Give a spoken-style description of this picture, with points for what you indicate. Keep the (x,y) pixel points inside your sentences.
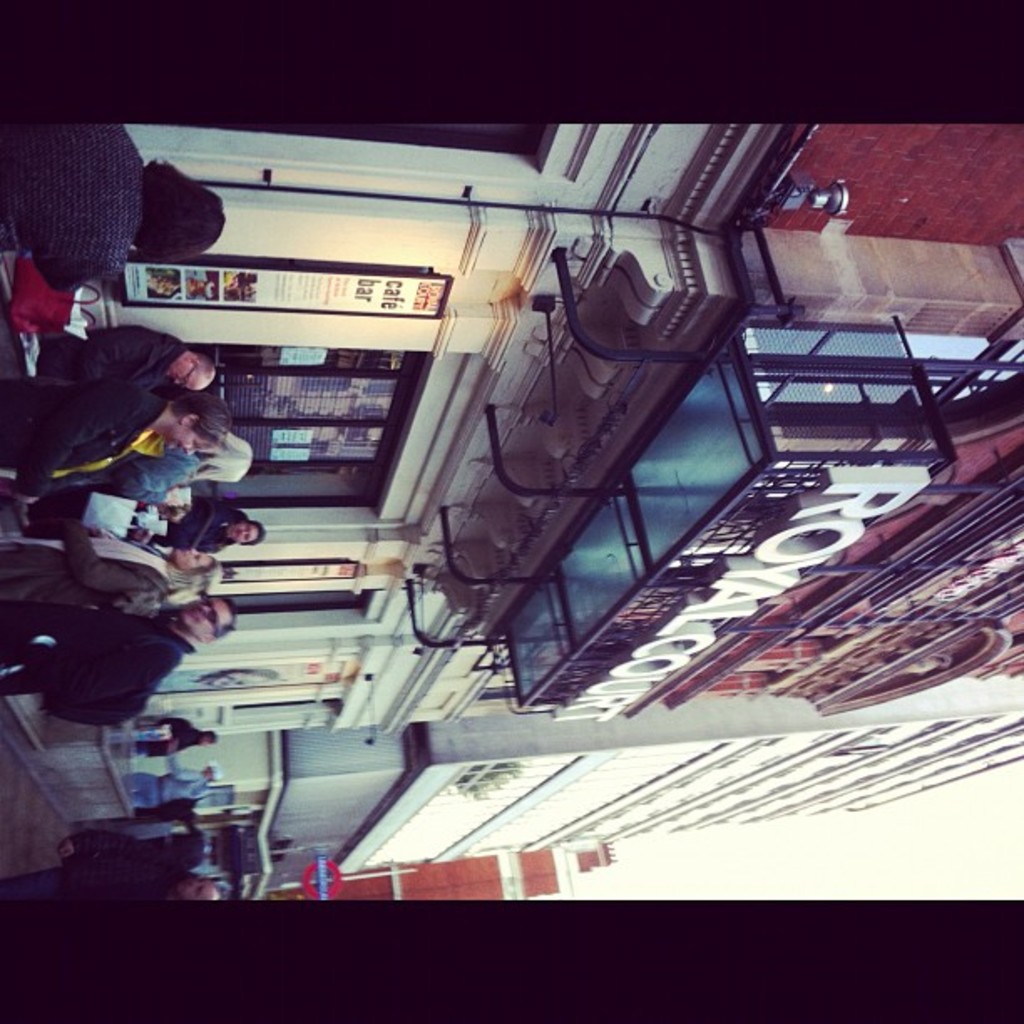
In this image there are people (223,462) standing in front of the buildings (432,834). In the background of the image (684,835) there is sky (901,848).
